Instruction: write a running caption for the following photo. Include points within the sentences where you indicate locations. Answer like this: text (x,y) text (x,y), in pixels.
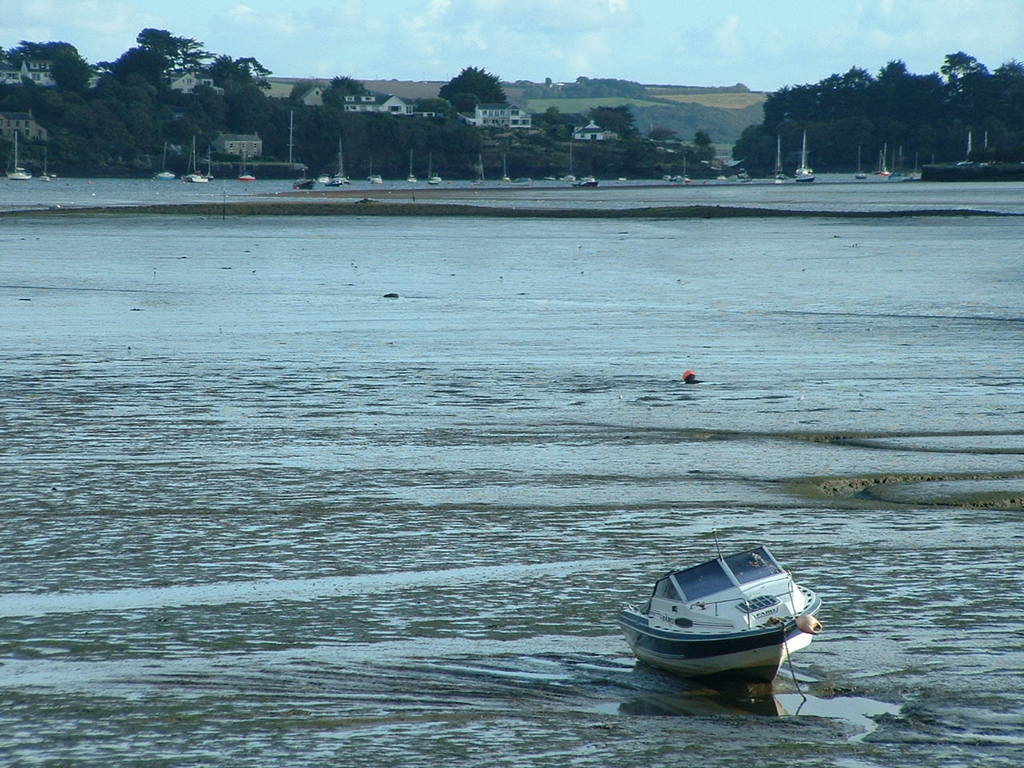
In the picture we can see water surface (812,641) on it we can see a boat (635,627) which is white in color with windshield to it and far away from it we can see many boats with poles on it and behind it we can see trees (797,106), plants (233,87) and houses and in the background (803,7) we can see the sky (534,47) with clouds (472,60).
